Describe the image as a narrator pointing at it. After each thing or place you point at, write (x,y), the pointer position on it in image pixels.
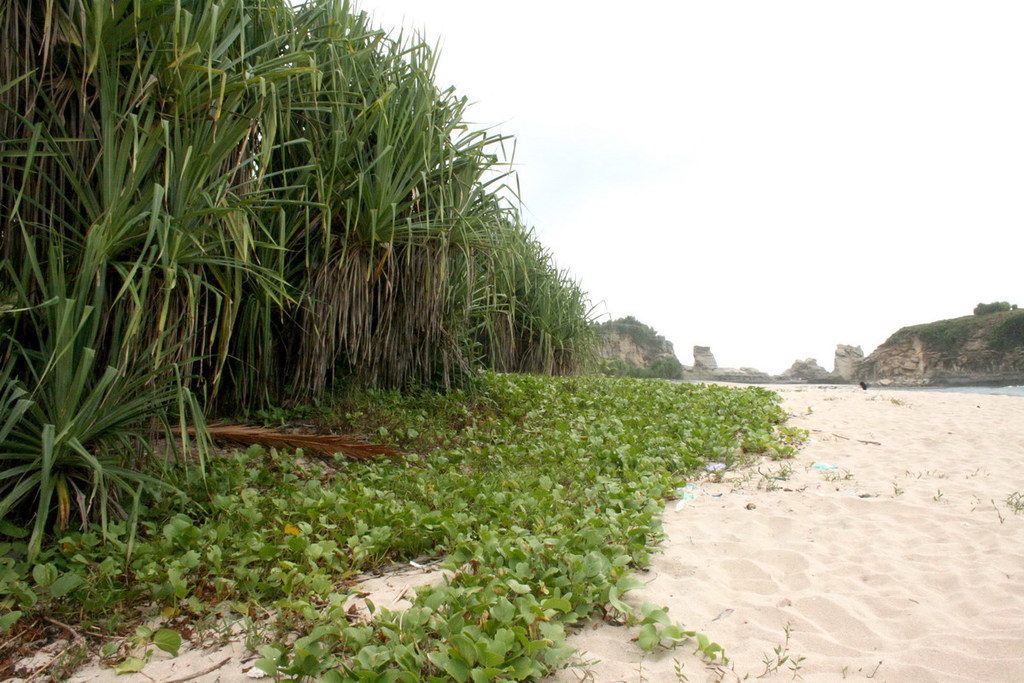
In this picture we can see some plants (651,476) and sand (749,582) at the bottom (846,607), on the left side (256,322) there are some trees (545,352), in the background (937,333) we can see a hill (973,339), there is the sky (811,128) at the top of the picture (688,110).
